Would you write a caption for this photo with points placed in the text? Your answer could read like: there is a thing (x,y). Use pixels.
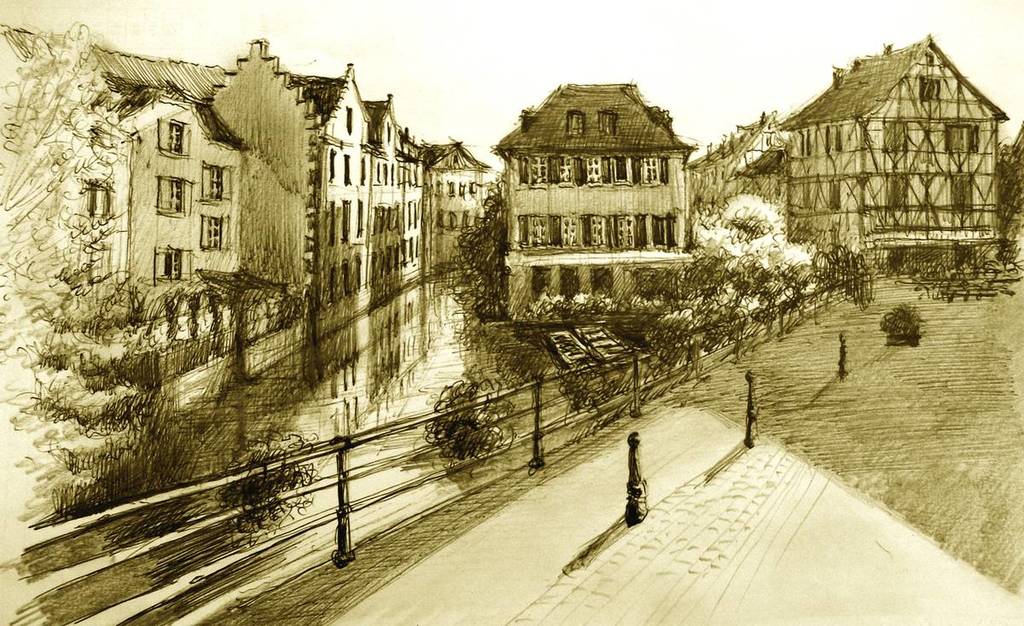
In the picture I can see sketch of some trees (47,322), fencing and building (391,222).
